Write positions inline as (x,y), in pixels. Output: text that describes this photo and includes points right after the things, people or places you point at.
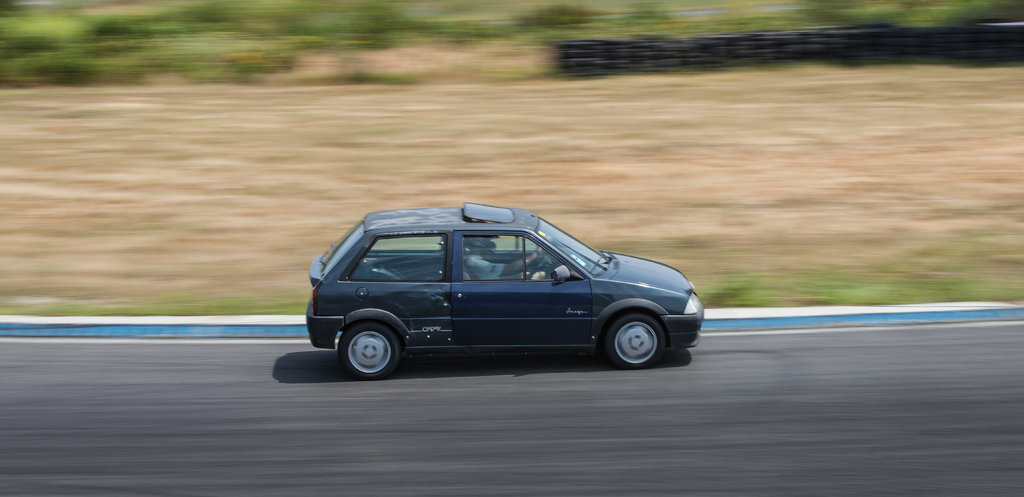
In the center of the image (506,289) we can see a car (460,284) on the road (282,405). In the background (118,37) there are trees (144,57).
